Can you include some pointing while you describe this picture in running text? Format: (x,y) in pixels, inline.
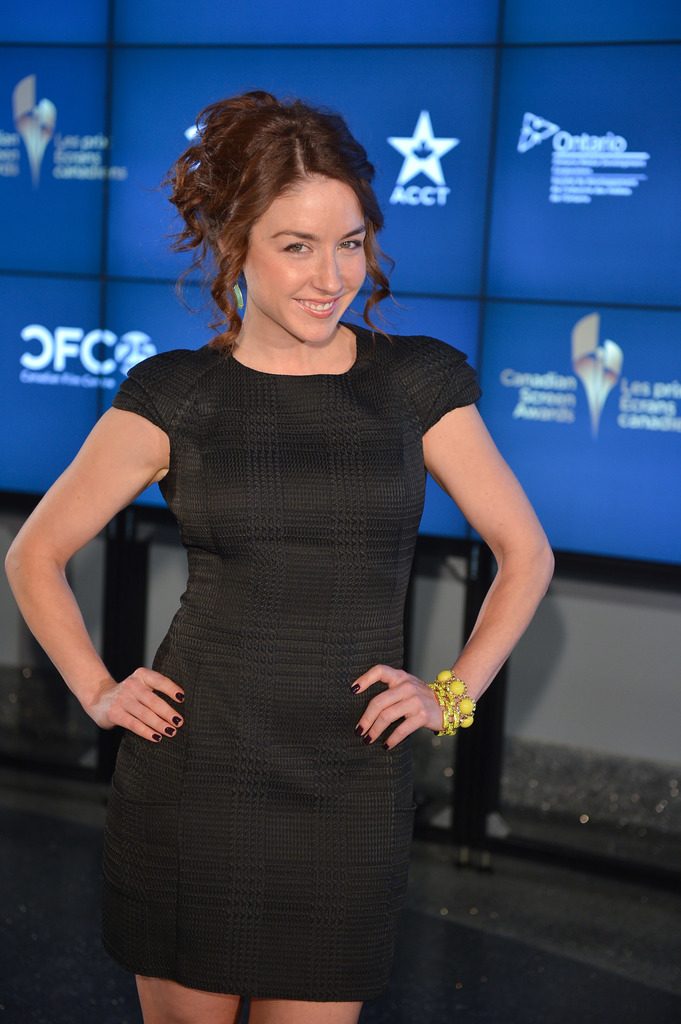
In the foreground of this picture (358,389) we can see a woman (304,645) wearing a black color dress (290,524), smiling and standing. In the background (557,232) we can see the metal objects (474,759) and the text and the depictions (586,338) of some objects (41,104) on the digital screen (599,280).
